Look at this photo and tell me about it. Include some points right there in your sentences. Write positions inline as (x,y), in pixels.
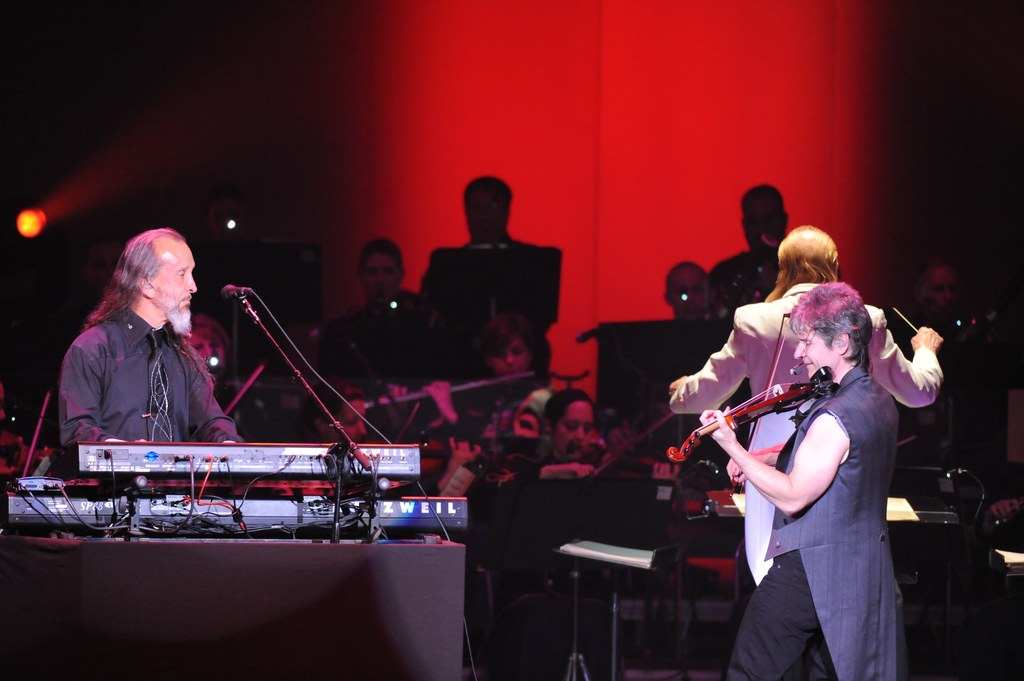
On the right side of the image (793,463), we can see a woman (849,512) is playing violin (764,404). Behind her, a man (776,312) is standing and he is holding a stick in his hand (923,335). In the background (575,419), people (501,351) are playing musical instruments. On the left side of the image (134,298), we can see a man (129,385). He is wearing a shirt (129,369) and tie (159,386). In front of the man (137,418), there is a table (108,593). On the table (177,565), we can see a stand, mic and electronic devices (180,508). At the bottom of the image (576,621), we can see a stand (615,617) and book (590,551).
